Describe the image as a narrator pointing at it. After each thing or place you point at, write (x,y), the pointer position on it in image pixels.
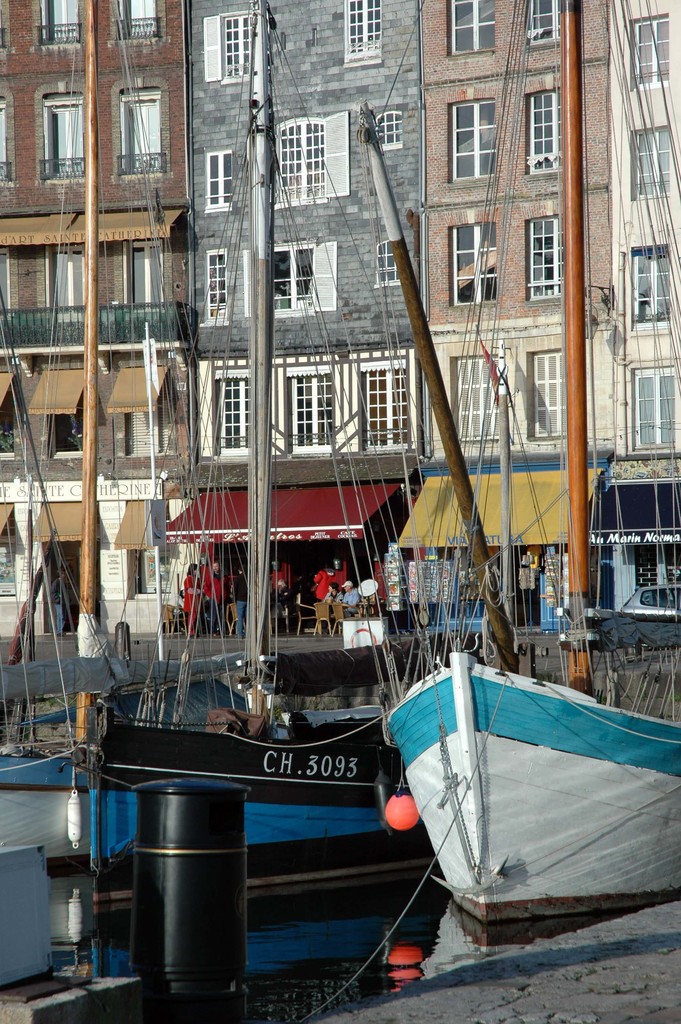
There are boats (59,672) on the water surface (332,944), it seems like a small pole (174,841) and ropes (377,559) in the foreground area of the image (402,757), there are stalls (434,515), buildings (290,411), poles (265,604) and people (357,599) in the background (345,599).
